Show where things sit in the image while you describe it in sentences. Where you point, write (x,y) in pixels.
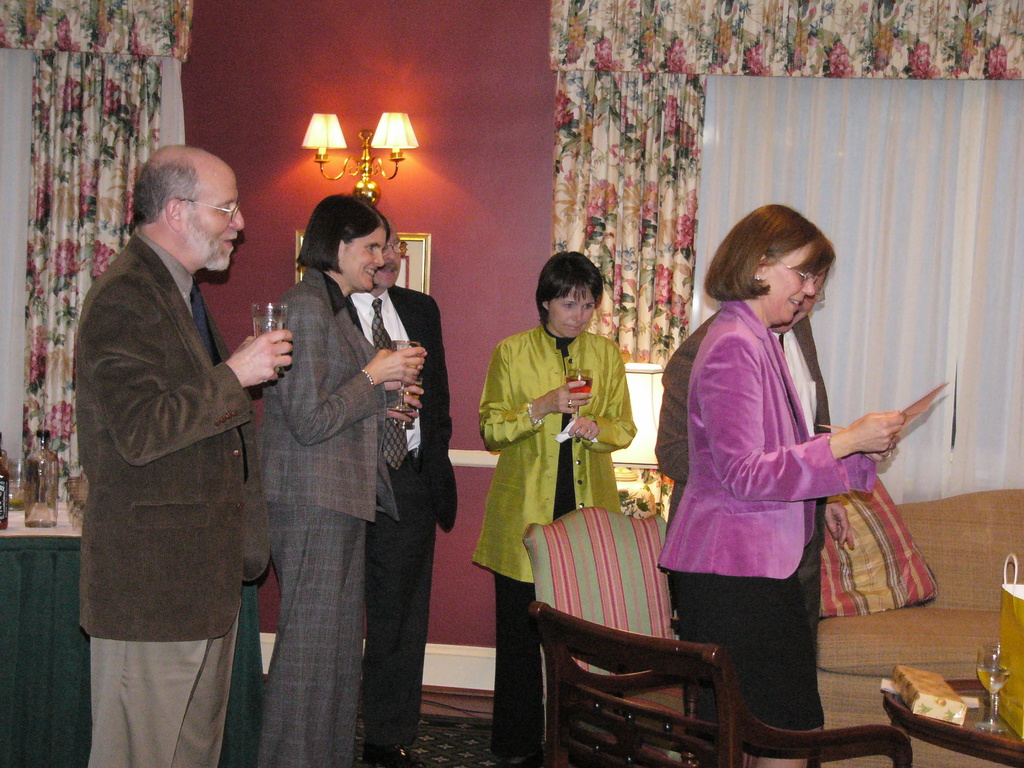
In this image there are group of people (623,383) who are standing and they are holding a glasses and on the right side (778,442) there is a woman (780,492) who is standing and she is looking at paper (906,414) and she is holding a paper (920,403) on the top (390,48) there is a wall (478,48). On the top of the right corner (698,46) there is curtains (825,131) and window (893,114). On the top of the left corner (120,37) there is curtain (99,66) and window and on the bottom of the right corner (978,573) there is a couch (869,639) and on that couch (900,617) there are pillows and on the left side (46,574) there is a table (58,575) on that table (58,562) there are some bottles (47,475).
